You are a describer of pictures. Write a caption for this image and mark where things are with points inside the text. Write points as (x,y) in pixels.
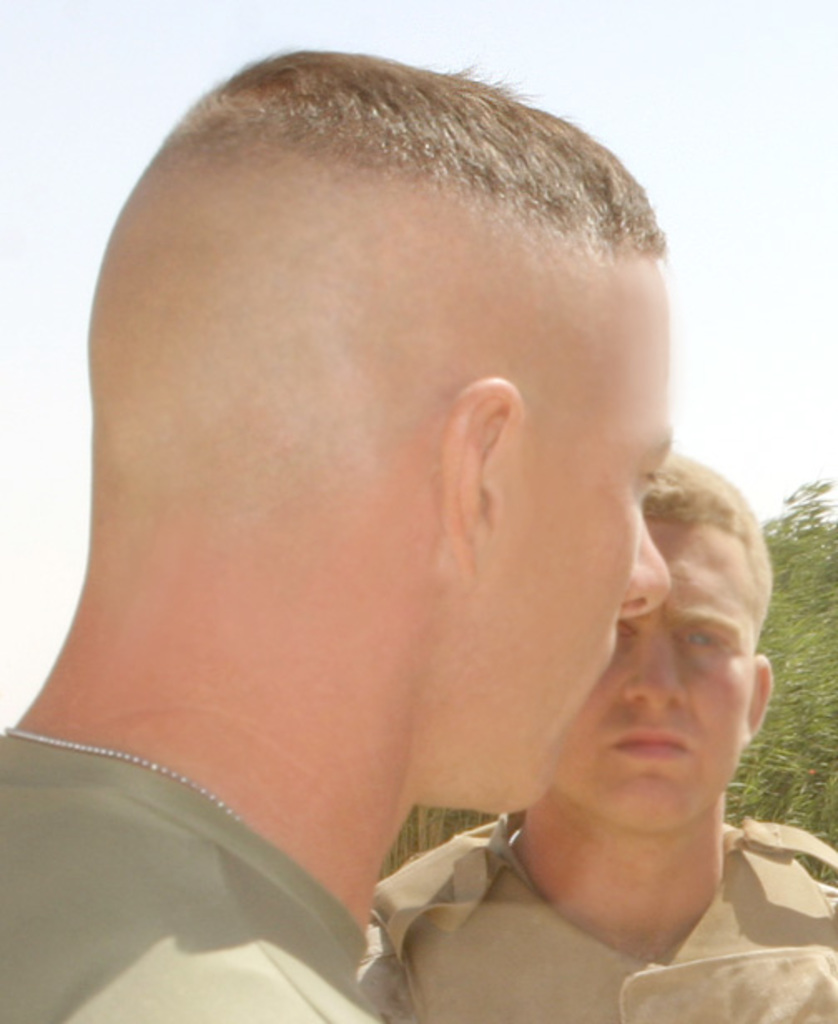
In this picture we can see two men (613,639), in the background (786,702) we can see trees (774,745).
